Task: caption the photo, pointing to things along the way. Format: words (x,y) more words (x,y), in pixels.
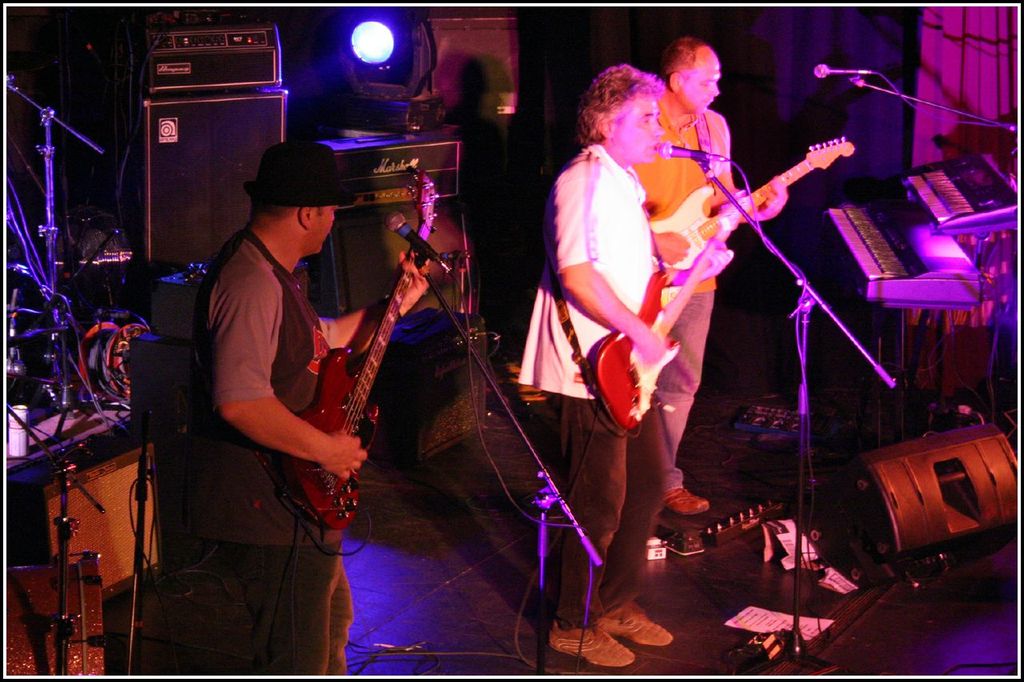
In the image there are three men (574,308) standing and holding musical instruments (343,464). On the left side of the image (282,313) there is a man (300,205) with a hat (297,177). In front of him there are stands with mics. They are standing on the stage (762,480). On the stage (768,461) there are wires (992,392), speakers (225,208), musical instruments (74,602) and other black objects (179,62). In the background (373,35) there are lights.
